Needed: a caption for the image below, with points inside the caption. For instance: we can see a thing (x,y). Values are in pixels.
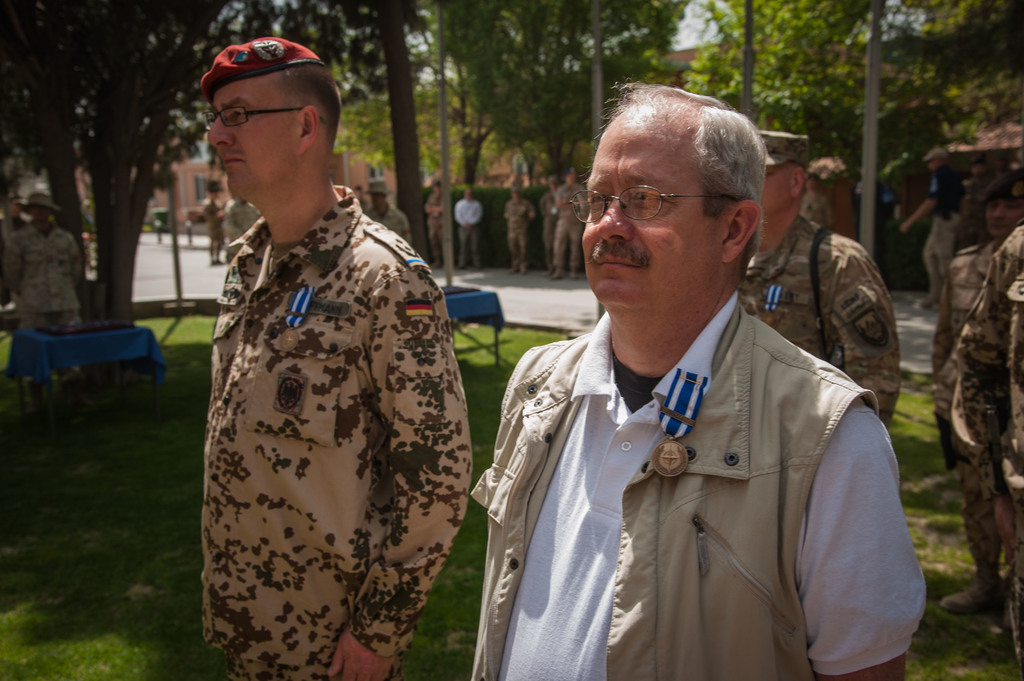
In the image we can see there are lot of people (828,357) who are standing on the ground (149,486). The ground (102,494) is covered with grass (122,415). At the back (476,229) people (565,204) are standing on the footpath (519,280) and there are lot of trees (514,141) in the area (585,120).
